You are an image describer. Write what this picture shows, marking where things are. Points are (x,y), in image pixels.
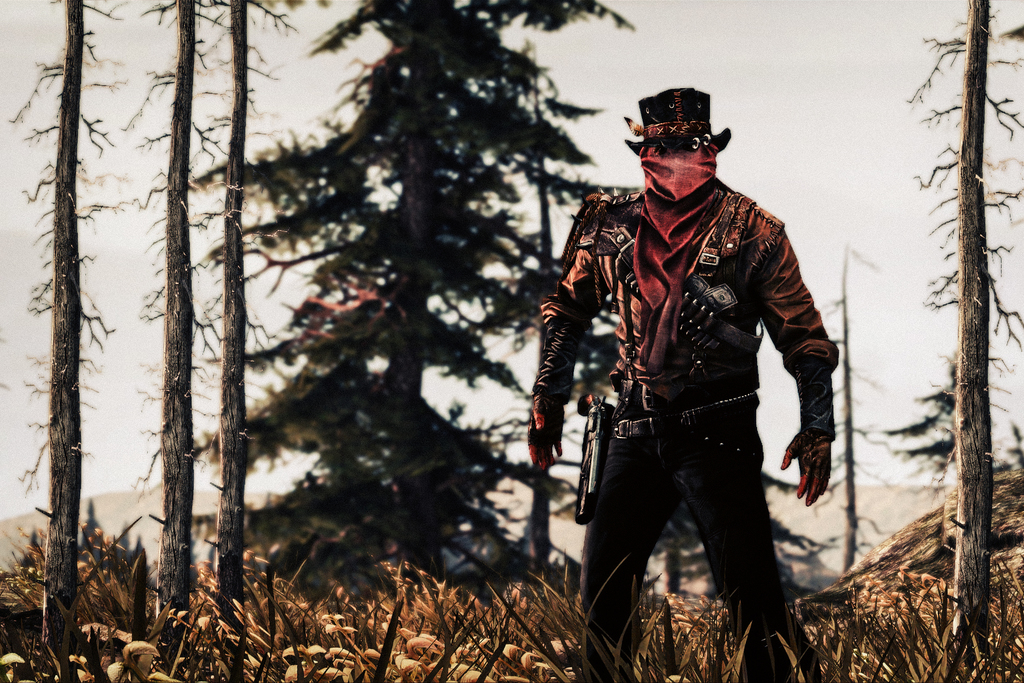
In this picture we can observe a person (601,281) standing on the ground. He is wearing a hat (664,134) on his head (698,144). We can observe some grass (519,616) on the ground (583,644). In the background (434,48) there are trees (377,354) and a sky (778,80).
